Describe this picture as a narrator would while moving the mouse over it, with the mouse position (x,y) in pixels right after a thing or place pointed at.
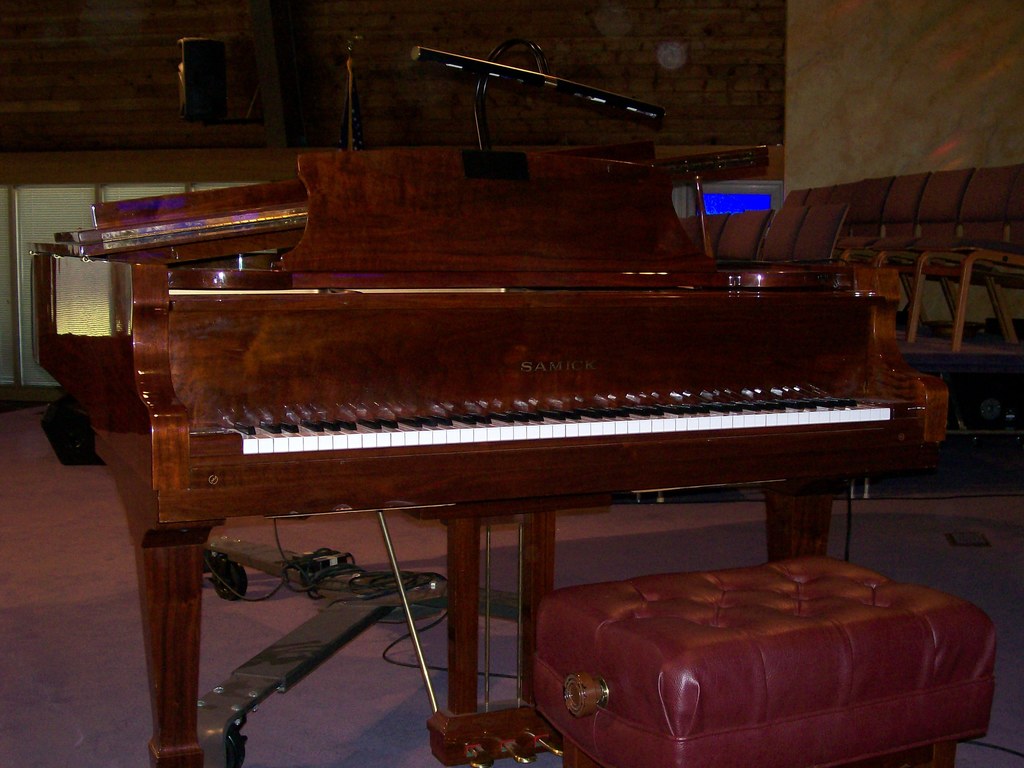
In this picture i could see a piano (483,414) which is brown in color and in front of piano (542,569) there is a small chair (708,664) and to the right side of the picture (981,273) there are brown colored chairs (895,242) arranged in a row and in the background (812,154) there is another wall (109,157) which is brown in color.
